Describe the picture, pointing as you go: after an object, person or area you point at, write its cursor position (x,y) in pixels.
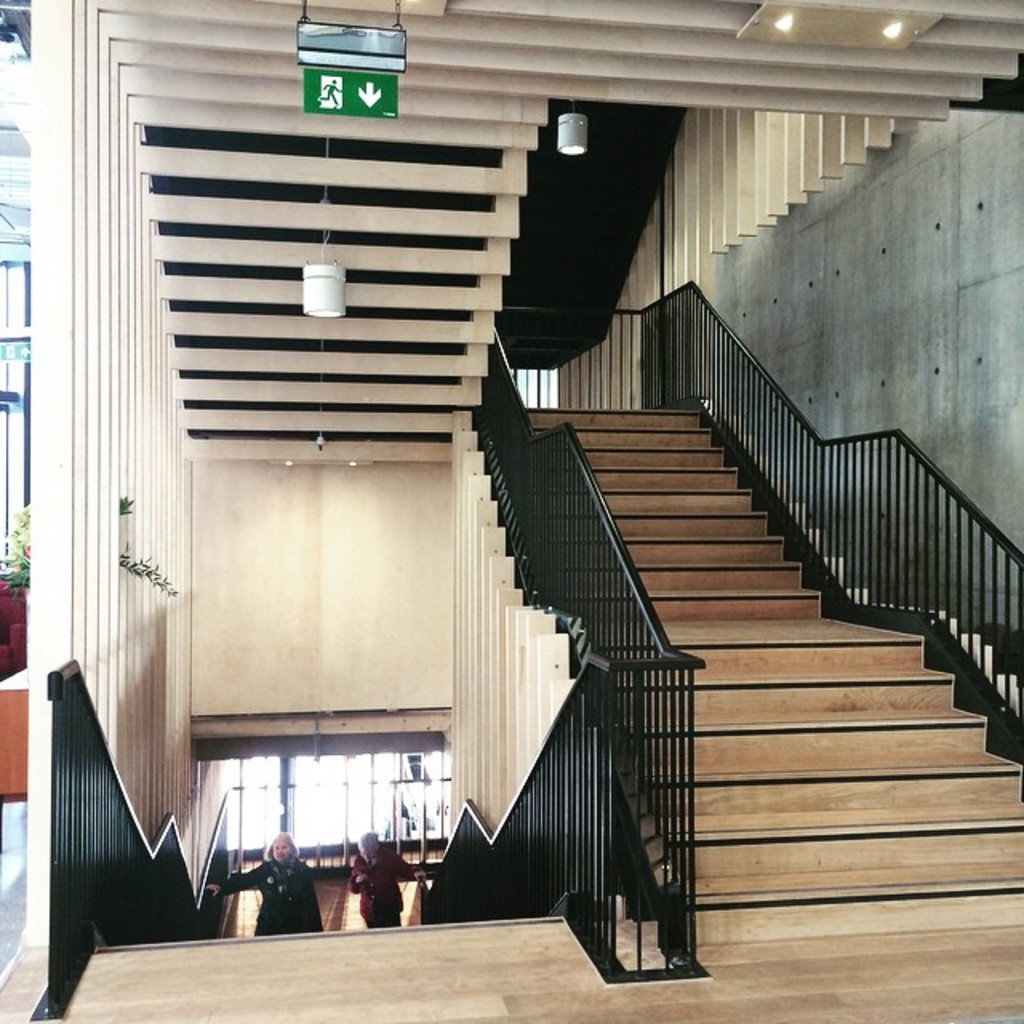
As we can see in the image there are stairs (751,559), white color wall (36,794), plant (29,586) and two people (380,893) over here.
